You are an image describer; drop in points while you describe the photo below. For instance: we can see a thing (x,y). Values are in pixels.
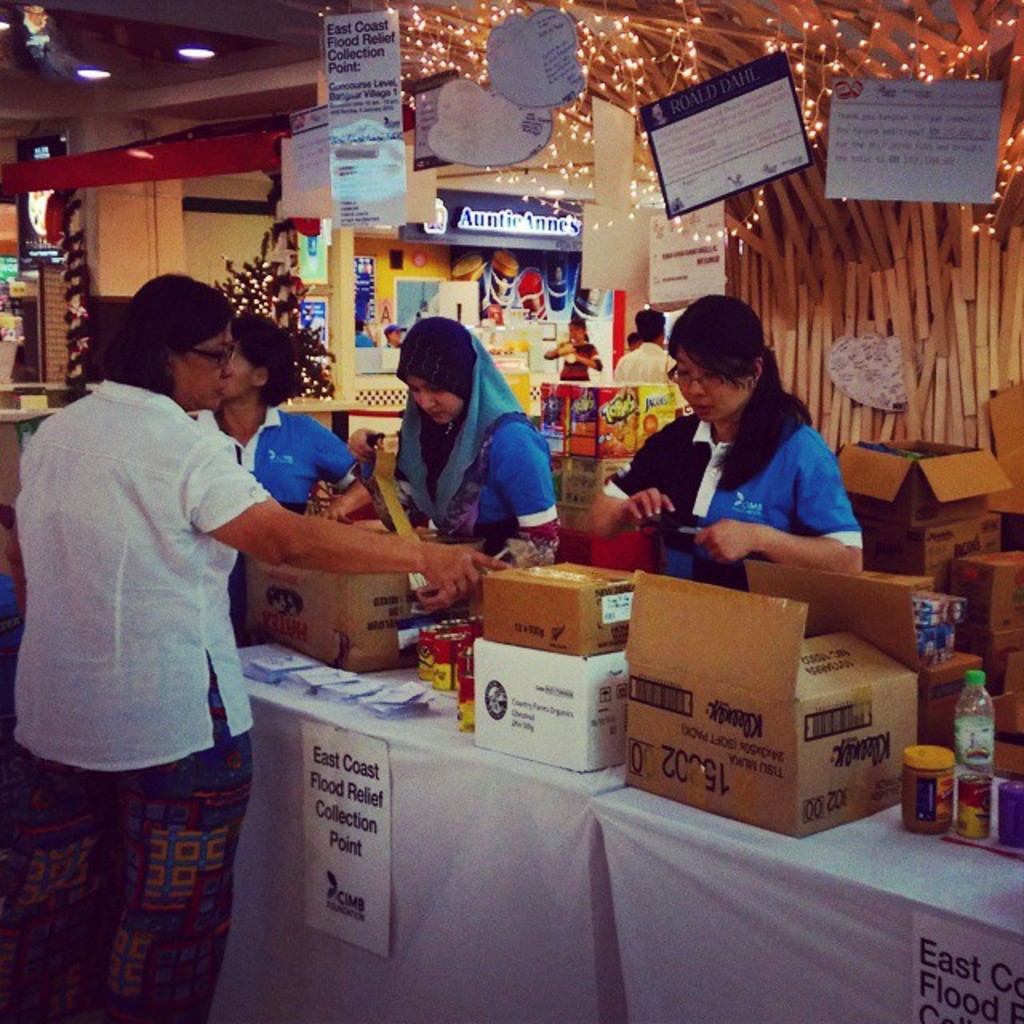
In this image there are few people (238,433). On the table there are cartons (894,784), bottles (940,768). On the top (702,112) there are many cardboards (492,132). In the background (438,222) there is a store (470,247). There are lights (606,91) on the top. On the ceiling (109,88) there are lights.
